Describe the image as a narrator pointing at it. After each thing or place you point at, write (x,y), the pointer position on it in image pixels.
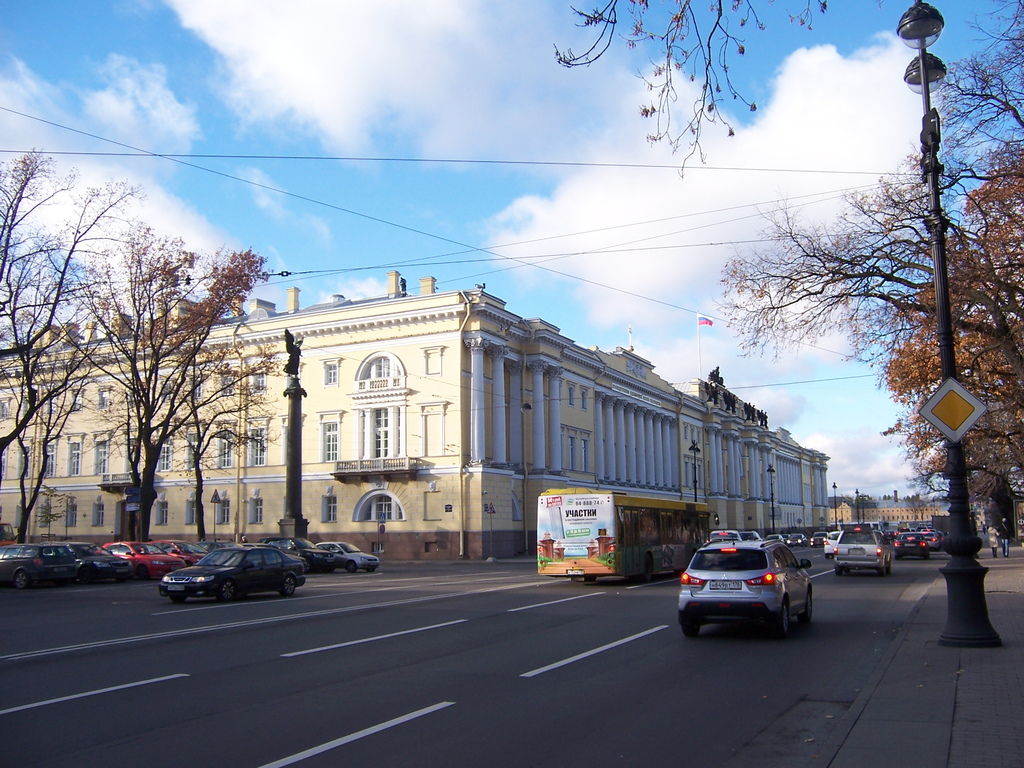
In this image we can see the buildings (716,511), trees (988,459), light poles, wires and also cars (299,549) and statue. At the top (432,62) there is sky (446,105) with the clouds (621,237) and at the bottom (734,541) we can see the vehicles (889,556) passing on the road (702,628).
